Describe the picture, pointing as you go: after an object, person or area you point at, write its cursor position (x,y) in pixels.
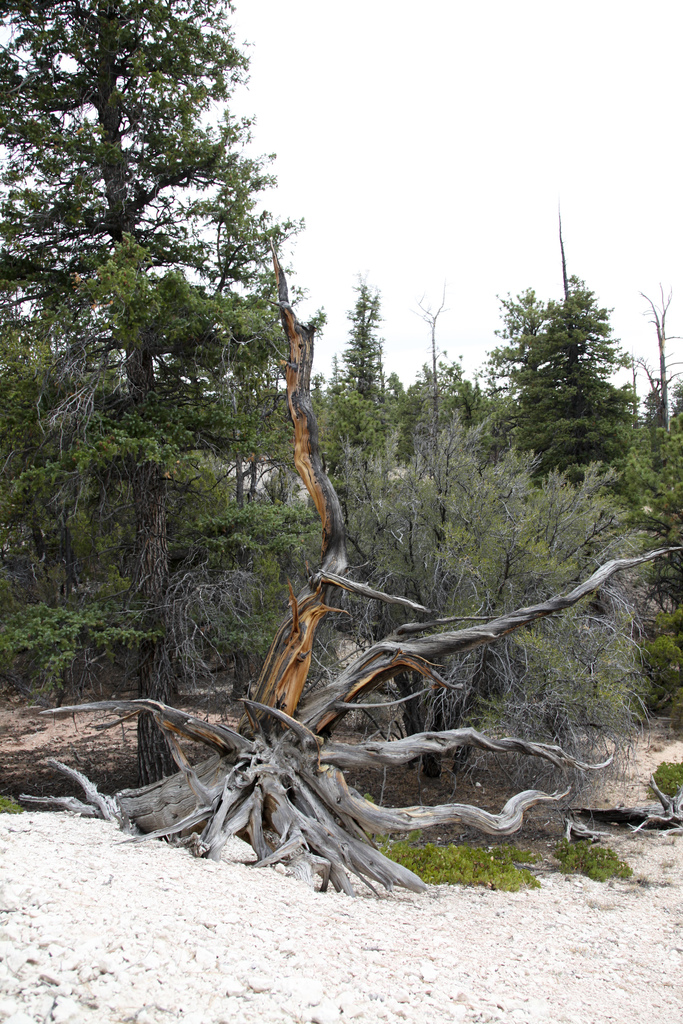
In this image I can see number of trees (637,685) and grass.
